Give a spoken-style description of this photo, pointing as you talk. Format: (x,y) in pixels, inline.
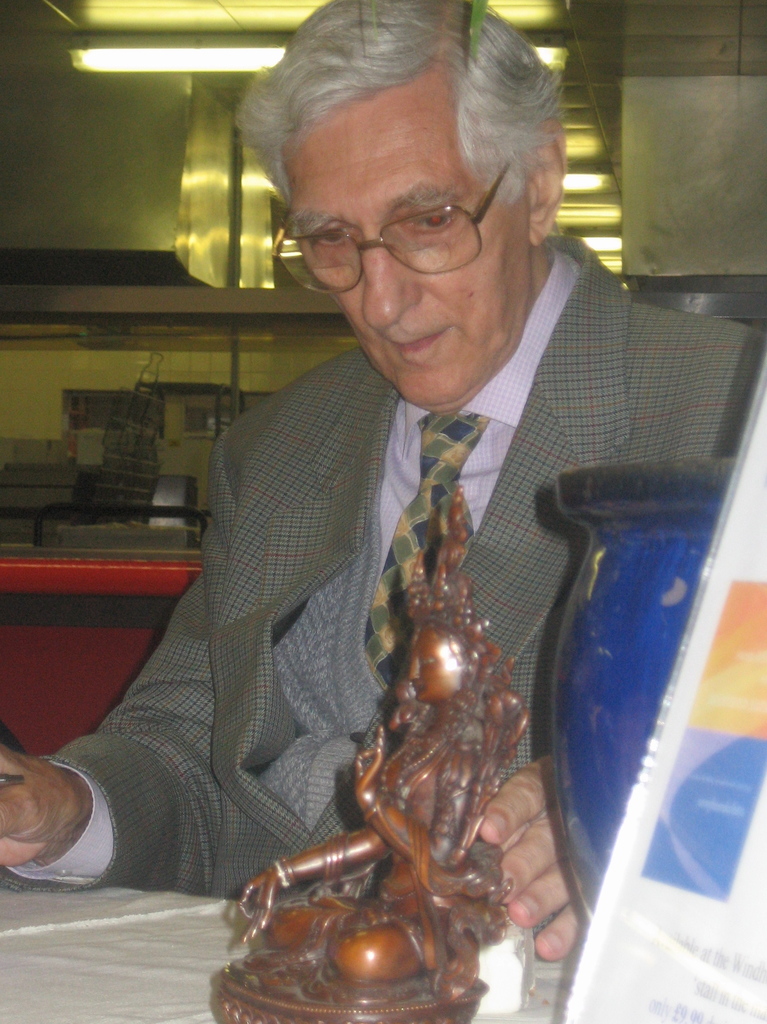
In this image, we can see an old man (310,517) is wearing a suit (707,371) and holding some sculpture (485,933). It is on white surface (130,968). On the right side (734,853), we can see poster (697,730) and object (562,711). Background (66,626) we can see iron objects (209,171), light (125,56), rod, some objects (4,489).
